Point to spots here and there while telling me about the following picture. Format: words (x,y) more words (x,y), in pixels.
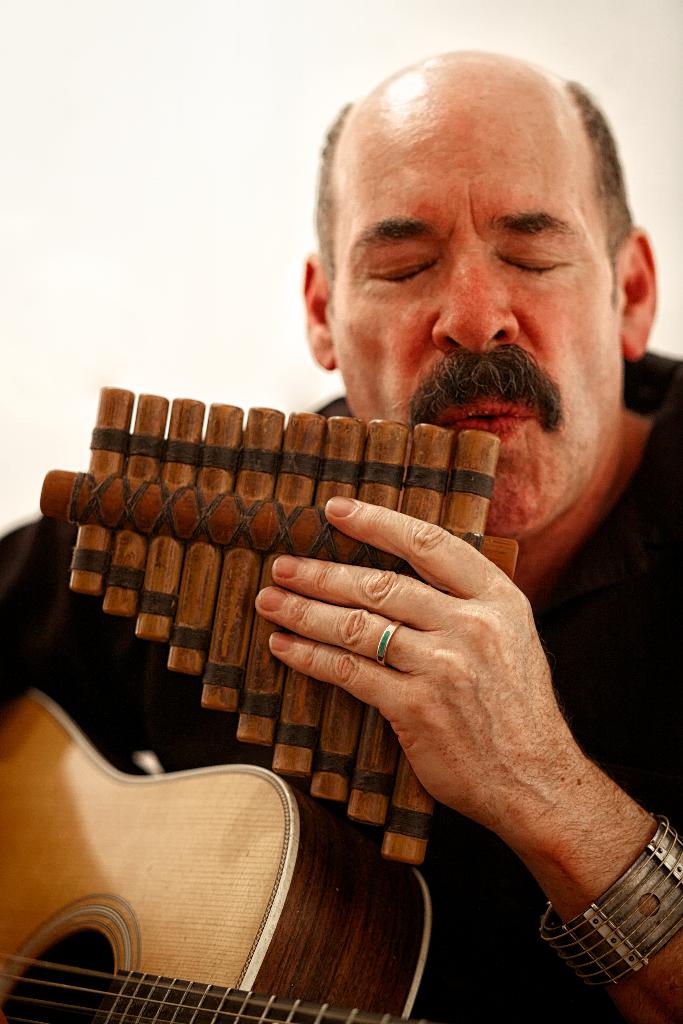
In the middle of the image (367,652) a man (330,208) is holding guitar (176,1002).
